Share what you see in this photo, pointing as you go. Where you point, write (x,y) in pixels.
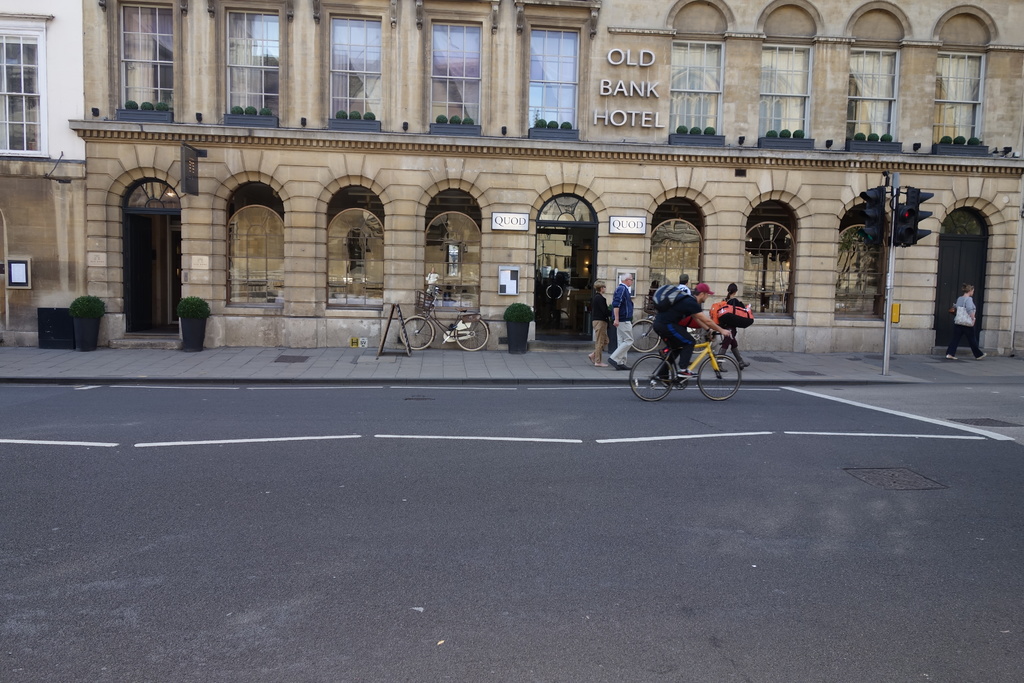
This image is taken outdoors. At the bottom of the image (264,515) there is a road (305,511) and a man (678,356) is riding on a bicycle (718,377). At the top of the image (560,172) there is a building (439,156) with a few walls (478,198), windows (257,82), doors (971,273) and a few boards (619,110) with text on them. There is a sidewalk (346,372) with a few plants (87,312) in the pots (201,335) and two bicycles (460,340) are parked on the sidewalk (751,357). A few people (958,303) are walking on the sidewalk (39,349). There is a signal light (882,234).
